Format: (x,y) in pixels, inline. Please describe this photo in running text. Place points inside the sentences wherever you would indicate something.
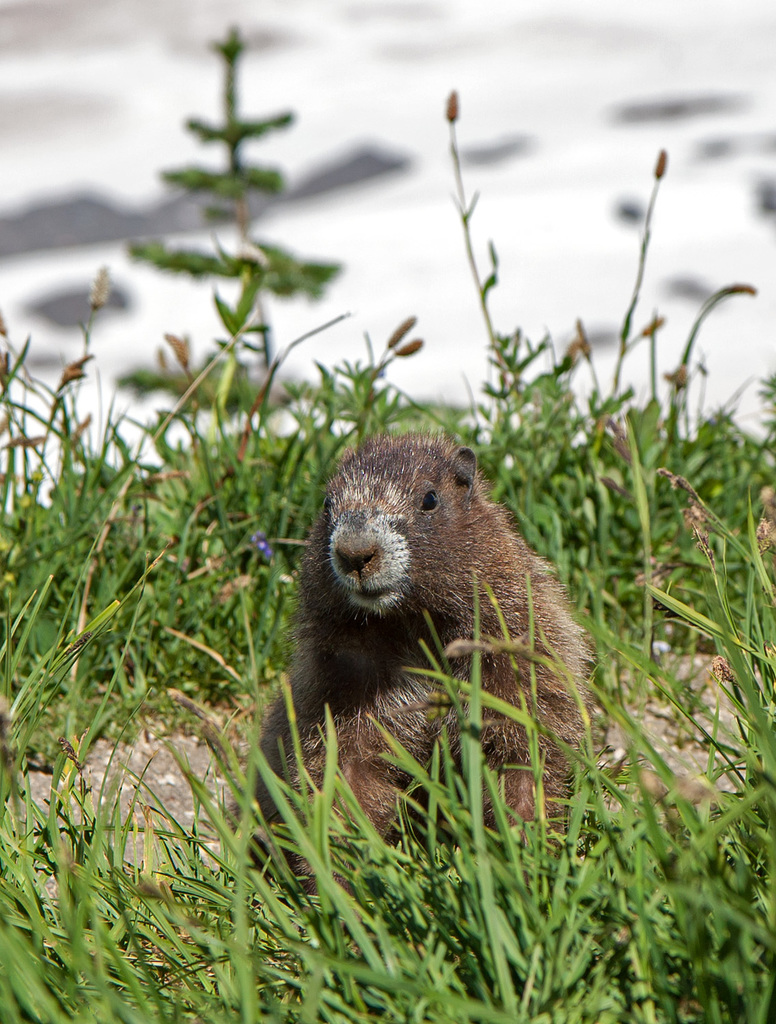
This image consists of grass (611,579), it is in green color. There is an animal (385,461) in the middle (413,442). It is in brown color.
